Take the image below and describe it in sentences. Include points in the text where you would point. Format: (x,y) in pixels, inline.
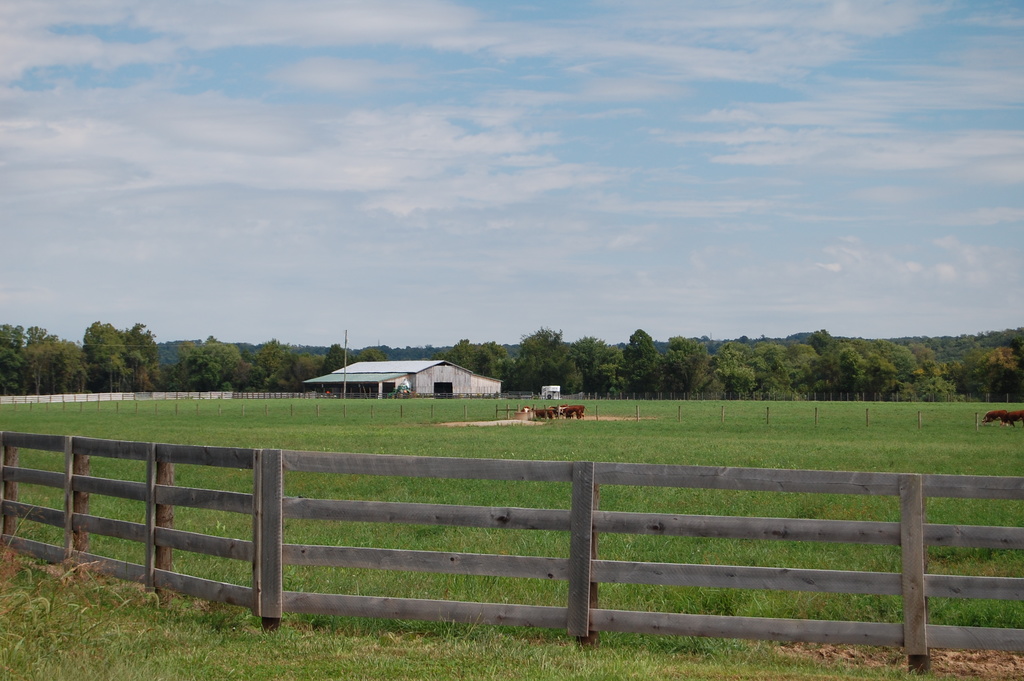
In the background (884,234) we can see the clouds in the sky (889,217), trees (518,387), shelter (489,379). In this picture we can see the animals (585,407) in the field (659,408). We can see wooden railings (733,527), poles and the green grass (137,423).
